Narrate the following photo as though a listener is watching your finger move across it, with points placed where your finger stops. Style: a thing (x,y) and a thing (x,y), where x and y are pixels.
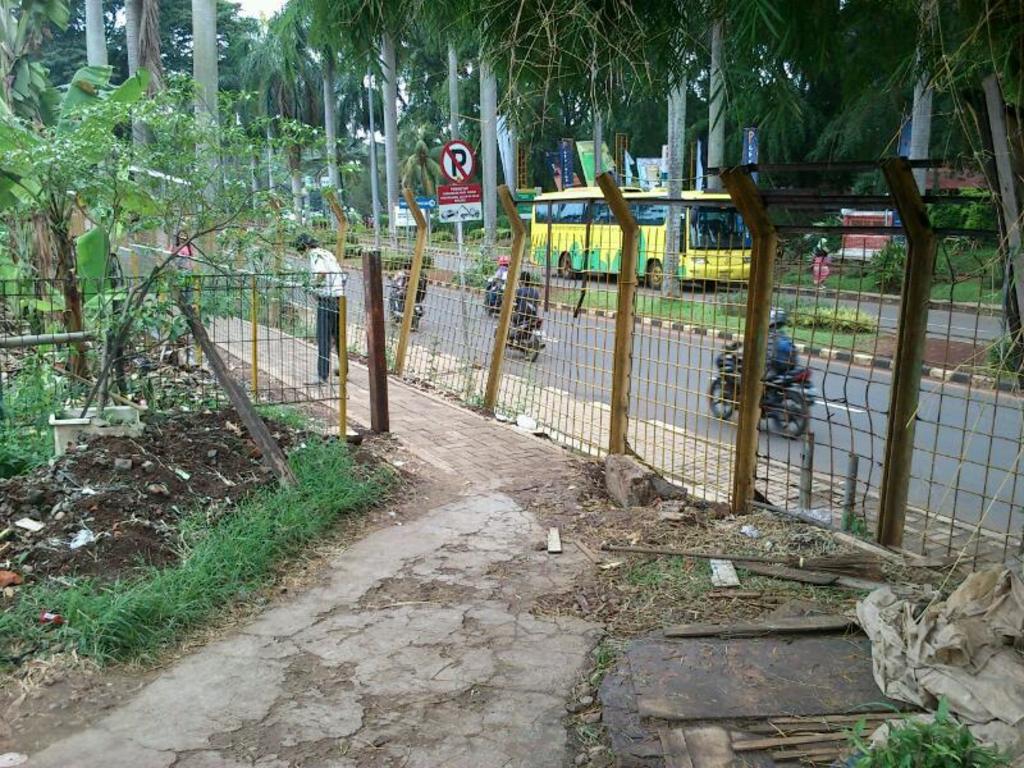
In this image there is a road (592,325) on the right side (691,386). On the road (592,325) there are few people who are riding the bikes (717,379). In the middle (533,510) there is a land (378,566) on which there is some soil (150,516). Beside the road (559,313) there is a footpath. On the right side (733,438) there is a fence (575,329) beside the footpath (645,432). On the left side (95,222) there are trees (48,227), Around the trees (97,302) there is a fence (190,339). On the footpath (247,332) there is a sign board (444,211). On the road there is a bus (603,232). On the right side (813,680) bottom there is a wooden plank (747,683) on the ground (752,585).
